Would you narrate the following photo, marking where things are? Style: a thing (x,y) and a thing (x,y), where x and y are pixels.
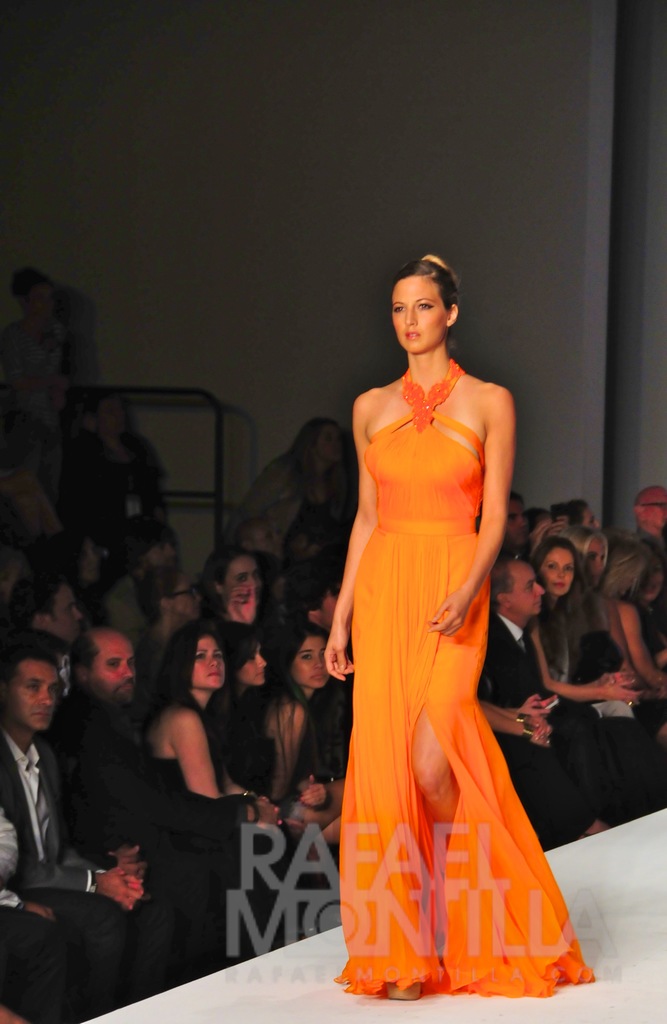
In this image we can see a few people (212,684), among them, one person (385,681) is walking on the stage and in the background (265,271), we can see the wall (257,277).
